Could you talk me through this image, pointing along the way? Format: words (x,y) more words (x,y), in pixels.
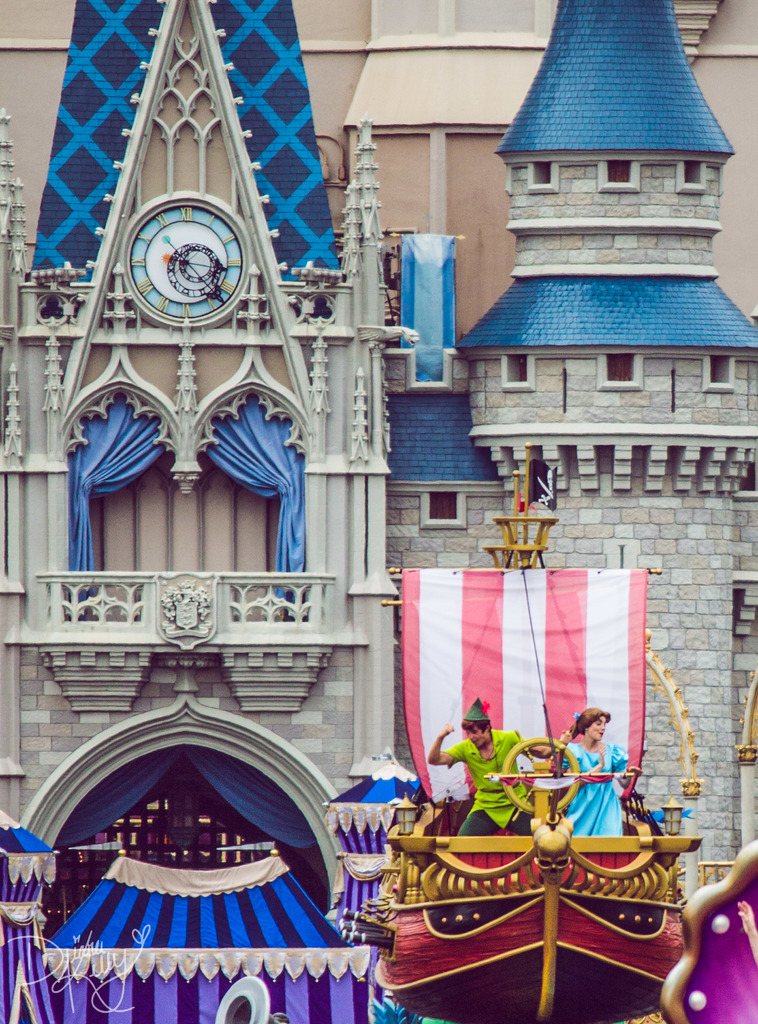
On the right side (531,646) there is a boat like structure (544,909). On that some people (603,791) are dancing. Also there is a flag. In the back (271,383) there is a building (162,492) with clock (160,309), curtains (122,410).
